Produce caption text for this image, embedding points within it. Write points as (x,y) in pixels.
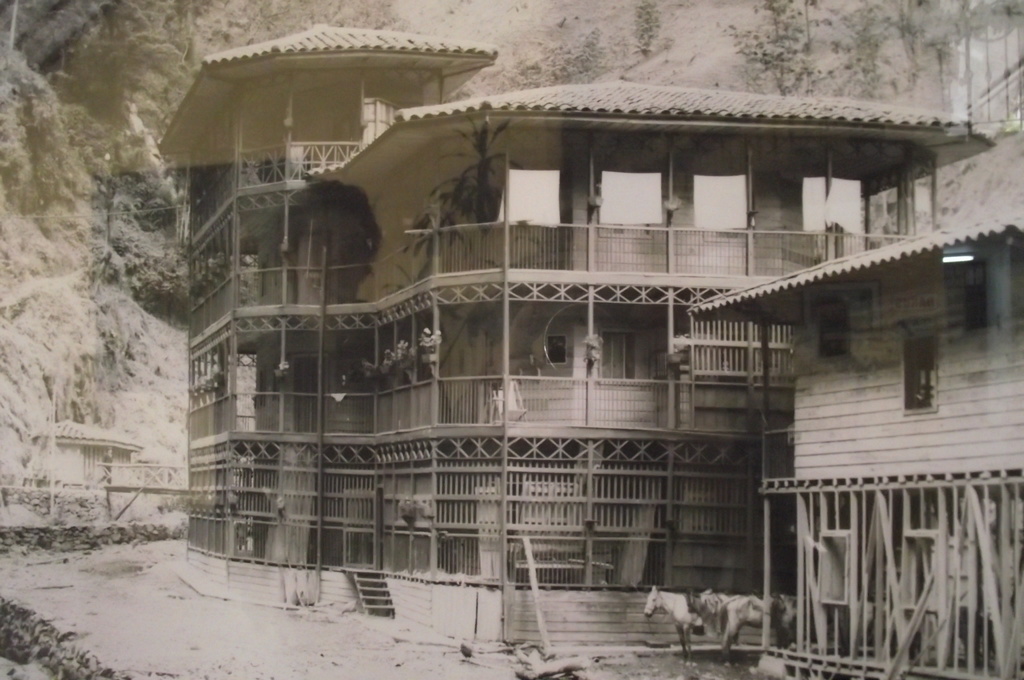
In this picture we can observe a building (339,417). There are some horses (719,610) on the ground (395,618). We can observe a hill (172,69) behind the building (298,35). This is a black and white image.
